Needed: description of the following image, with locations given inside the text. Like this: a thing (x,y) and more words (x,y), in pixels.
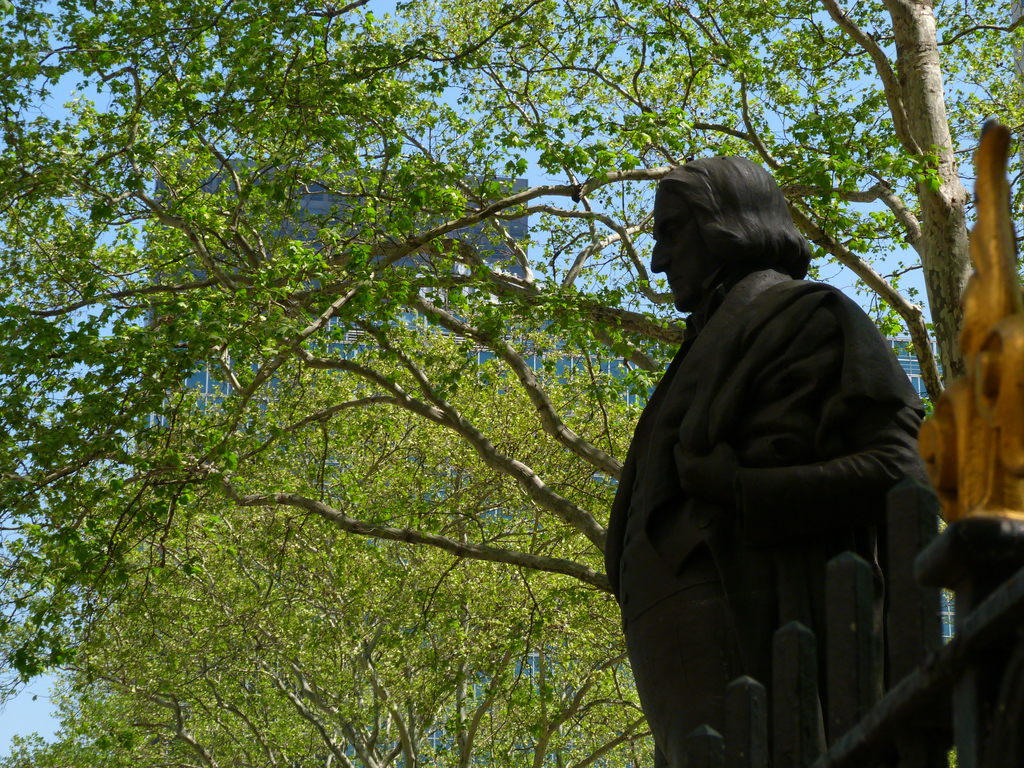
In this image I can see the statue (685,451) which is in black color. In-front of the statue (675,687) there is a railing (752,727). In the background (428,558) I can see the tree (231,262), building (184,214) and the sky (80,312).
